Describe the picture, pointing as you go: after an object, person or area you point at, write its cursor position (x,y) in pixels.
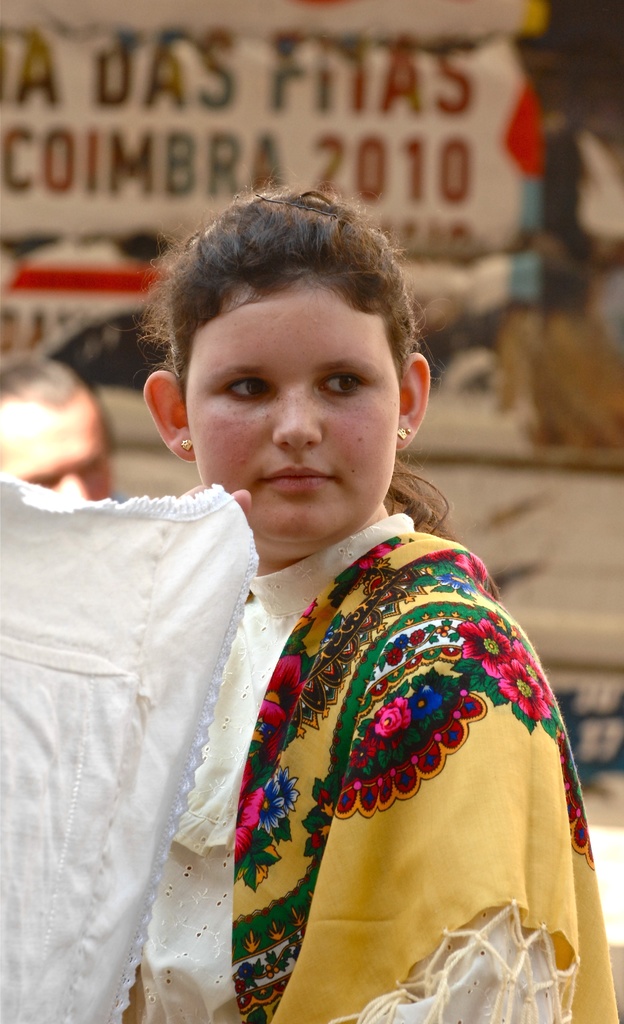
There is a woman (267,739) wearing scarf (437,708) is holding a white cloth (98,652). In the background (301,87) there is something written on board (423,112). It is blurred in the background (544,510).
